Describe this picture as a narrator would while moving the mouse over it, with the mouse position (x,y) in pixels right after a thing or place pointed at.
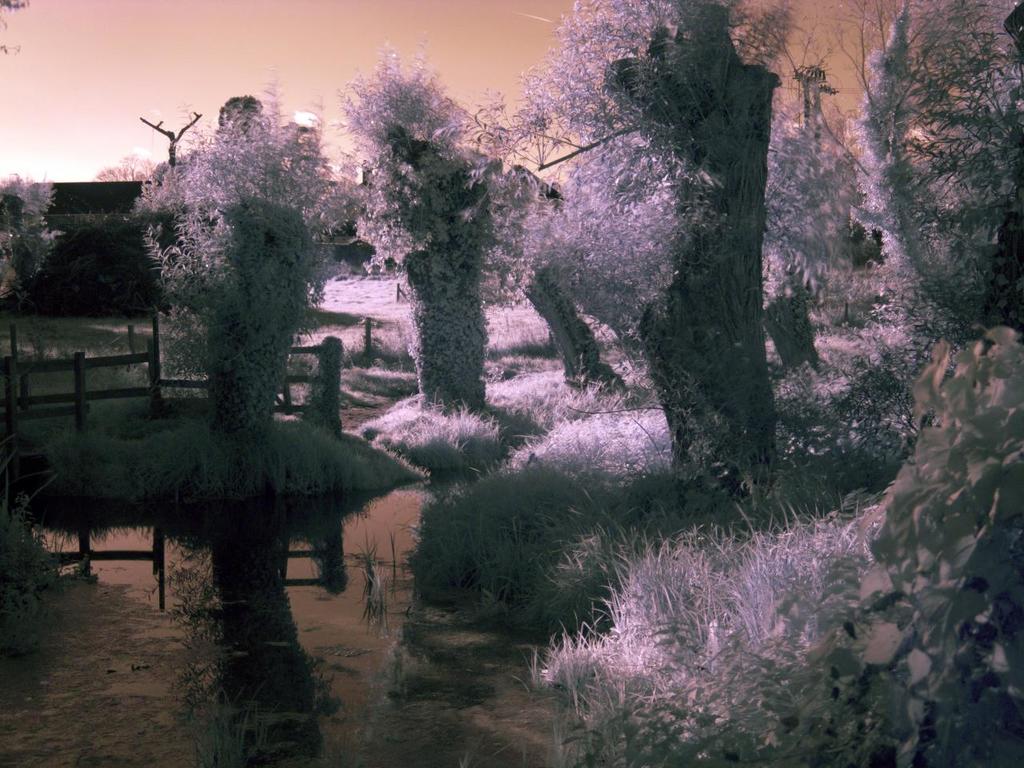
In the picture I can see the water (326,509), grass (459,500), fence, trees (449,377) and the sky (339,89) in the background (146,45).
